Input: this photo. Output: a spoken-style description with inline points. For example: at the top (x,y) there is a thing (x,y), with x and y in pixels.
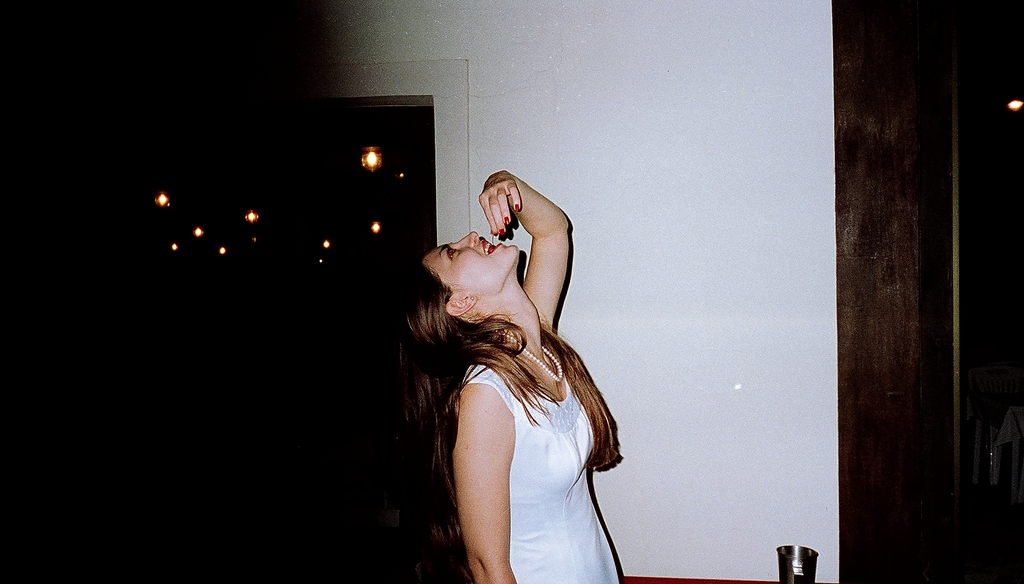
Here in this picture we can see a woman (518,289) standing in a white colored dress (531,428) and she is eating something which is present in her hand (491,230) and in front of her we can see a glass (789,550) present and behind her we can see lights (223,246) present all over there.
